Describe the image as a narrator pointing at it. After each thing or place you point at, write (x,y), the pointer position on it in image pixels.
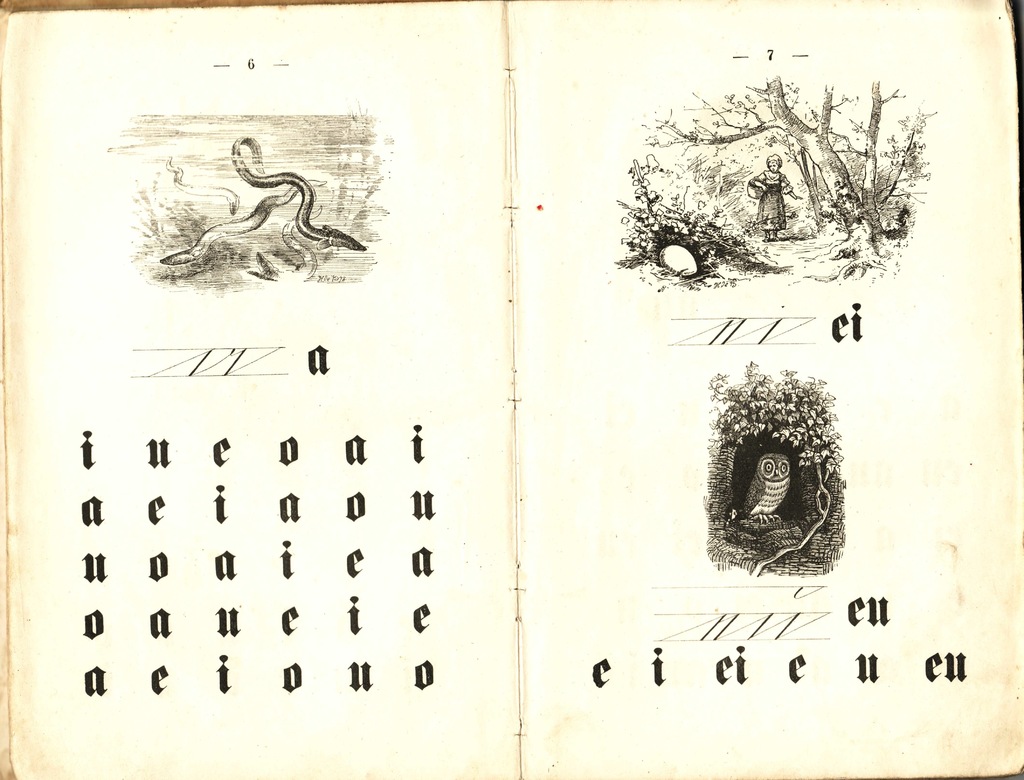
In this image there is a book (275,375), on that book (509,483) there is some text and some pictures (798,206).
